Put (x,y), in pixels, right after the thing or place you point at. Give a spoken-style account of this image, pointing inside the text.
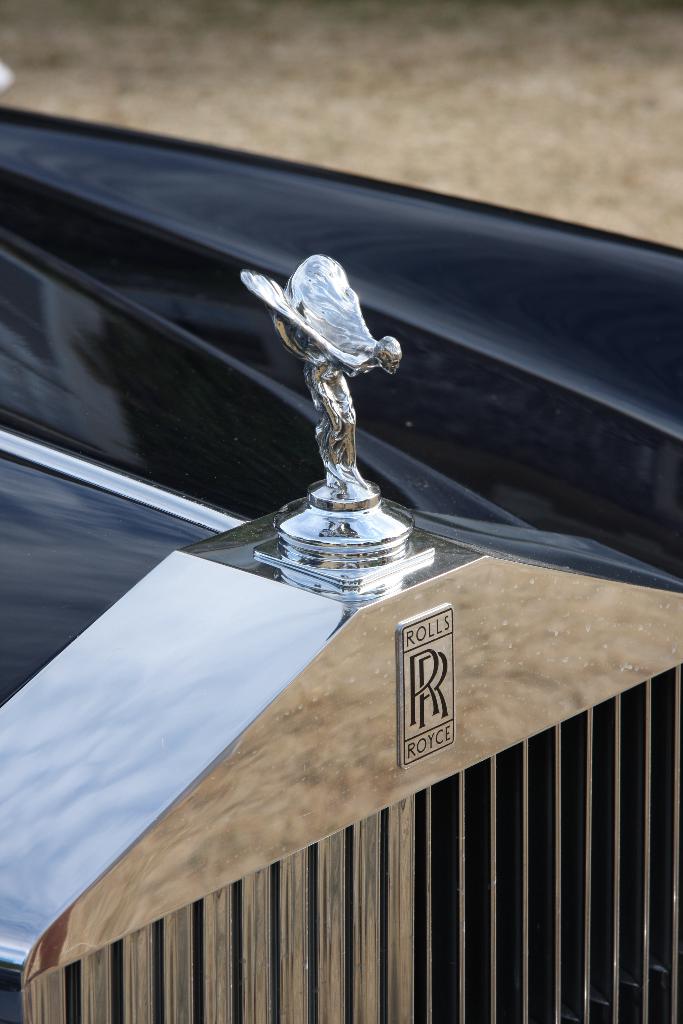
In the image we can see a small statue (315,399) on the car (304,382). Here we can see a brand logo (450,622). This is a car (422,593).
